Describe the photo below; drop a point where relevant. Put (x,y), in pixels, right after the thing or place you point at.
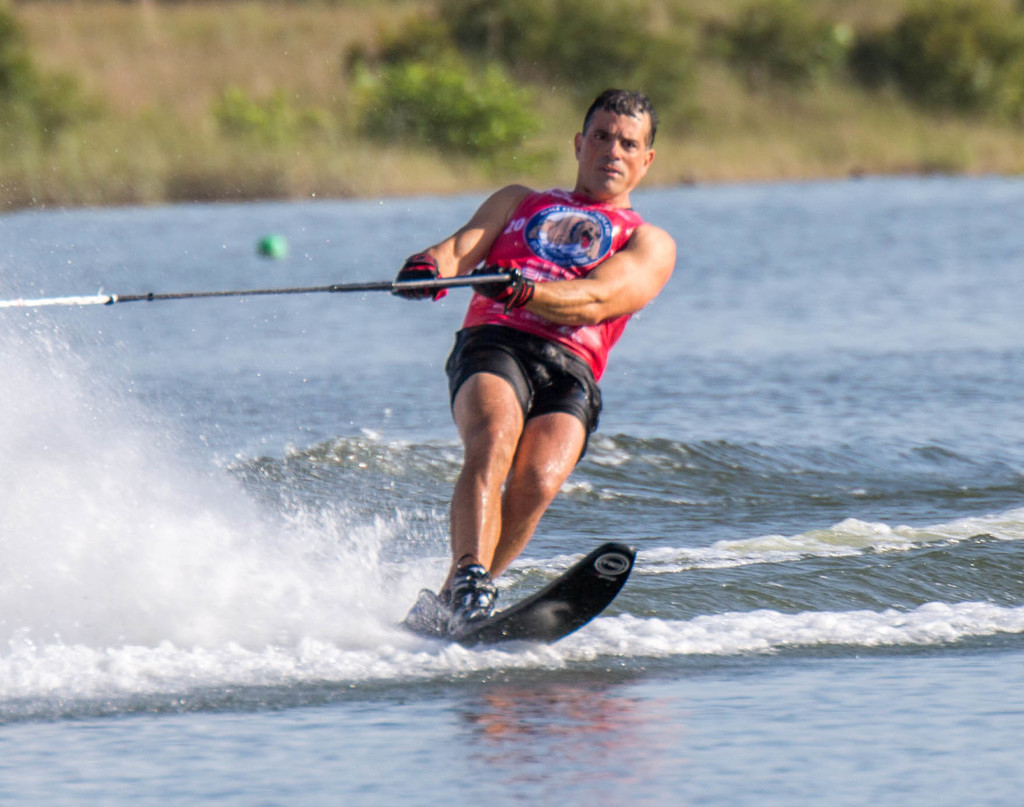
In this image we can see a man (533,517) skiing on the water (725,674). We can also see a ball (271,236), grass (17,146), and a group of plants (677,91).
